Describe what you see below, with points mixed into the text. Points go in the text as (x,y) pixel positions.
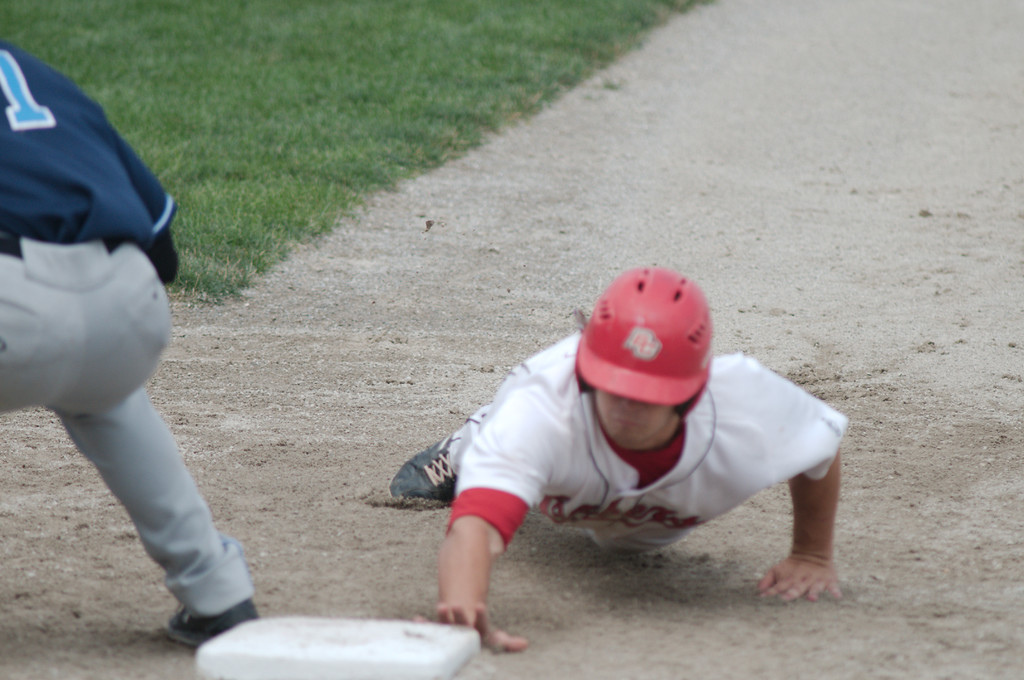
In the picture I can see a person (454,536) wearing white color T-shirt (706,432), red color helmet (695,314) and shoes (441,478) is lying on the ground (725,562) and I can see a person (58,299) wearing blue color T-shirt (35,169) and shoes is standing on the left side of the image (22,179). Here I can see some object (306,648) and in the background (300,141), I can see the grass (300,167).
